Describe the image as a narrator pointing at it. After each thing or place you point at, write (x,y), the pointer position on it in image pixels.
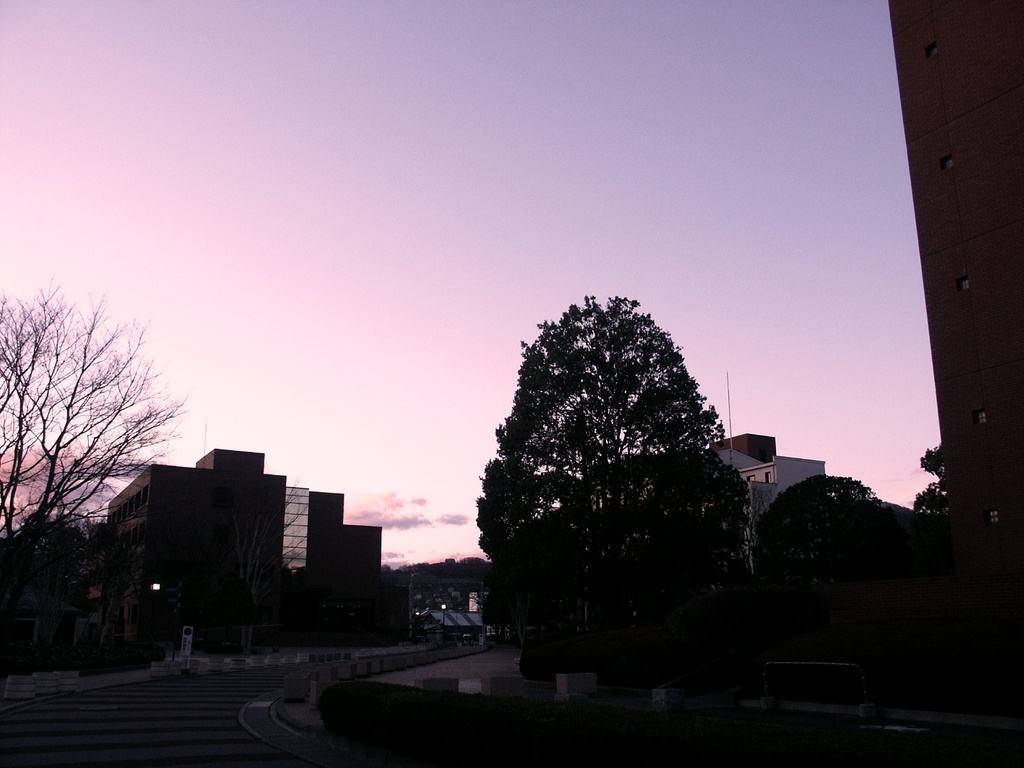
In this image we can see trees (569,451), buildings (193,487), road (106,729), lights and sky (482,148).
